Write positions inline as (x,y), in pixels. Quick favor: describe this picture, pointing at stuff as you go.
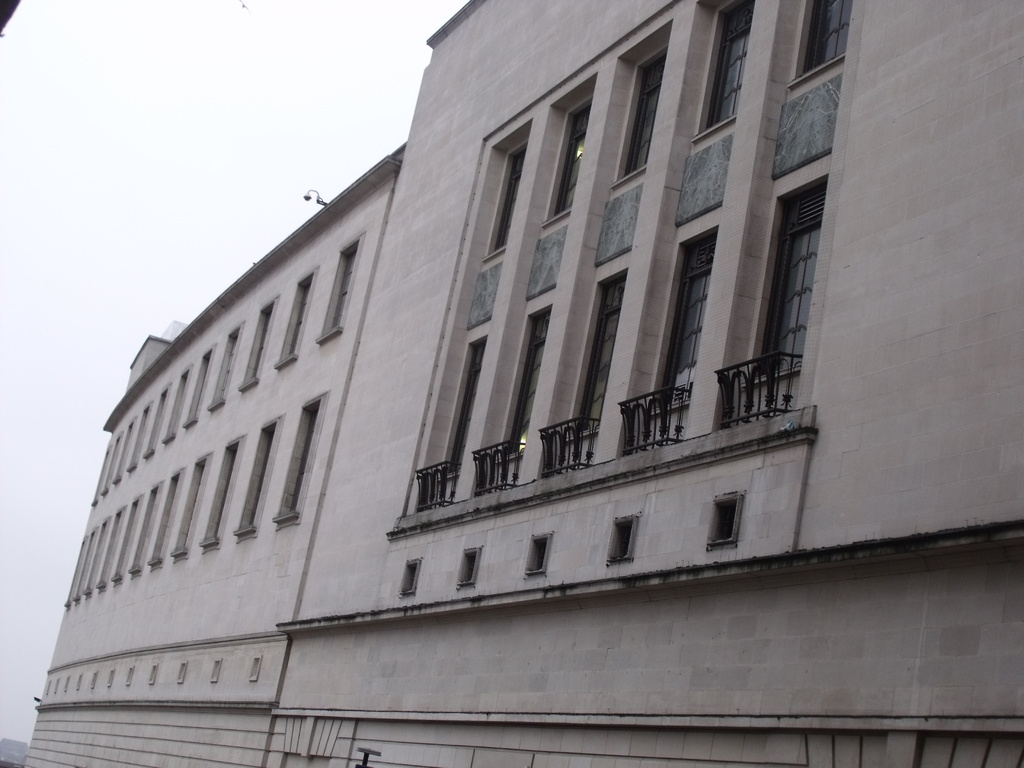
In this image there is a building (178,331), in the background (178,125) there is a sky (15,669).
